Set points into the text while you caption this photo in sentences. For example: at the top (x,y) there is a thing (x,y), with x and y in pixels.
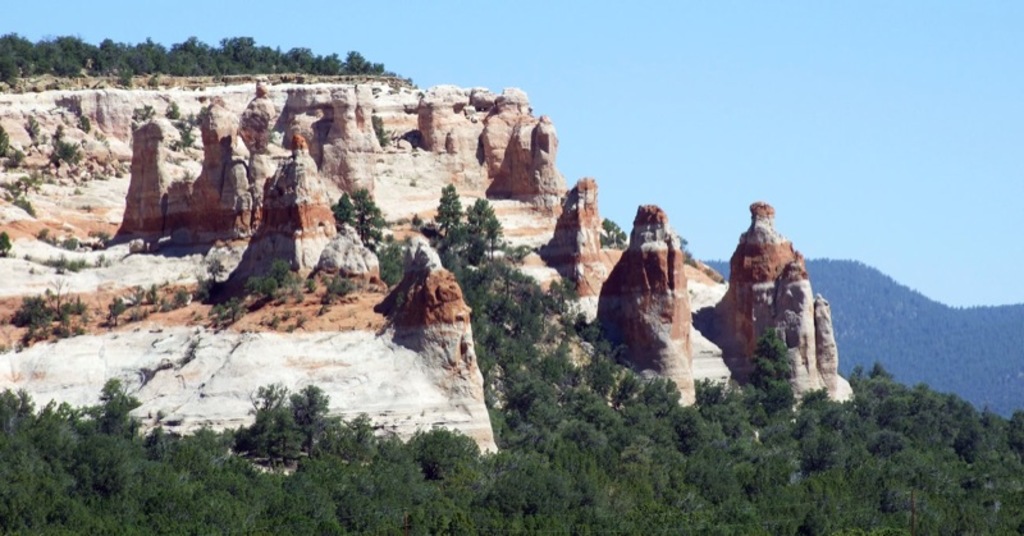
In this image I can see at the bottom (425,462) there are trees (668,431). In the middle (525,196) there are hills (424,267), at the top (751,100) it is the sky (745,97).
